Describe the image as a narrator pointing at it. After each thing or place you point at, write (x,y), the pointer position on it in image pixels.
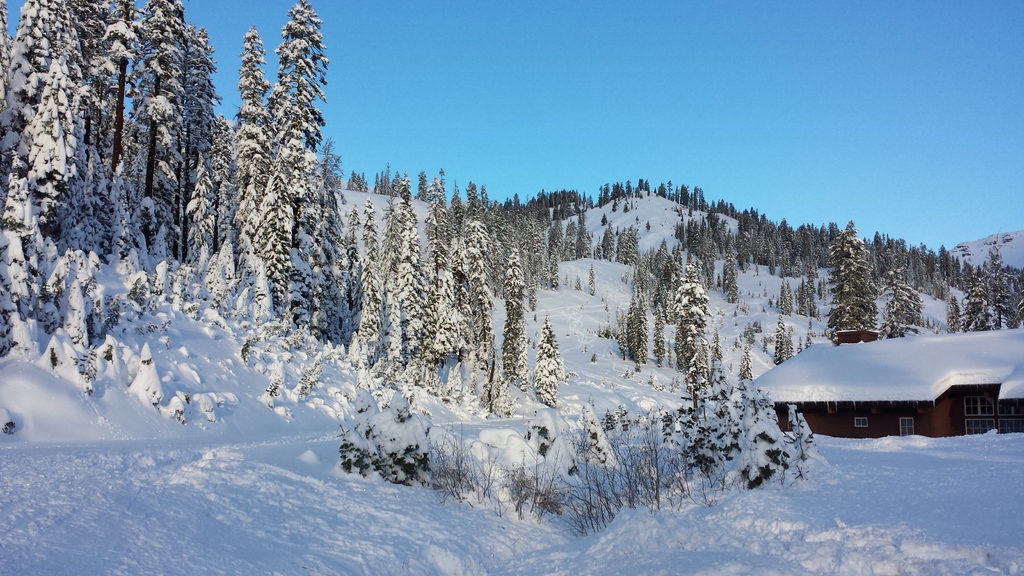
This is the picture of a mountain (529,351). On the right side of the image (935,431) there is a building (879,378) and there is snow (879,378) on the top of the building (941,383). At the back (380,284) there are trees (426,361) on the mountain (616,223). At the top (435,77) there is sky (435,77). At the bottom (492,536) there is snow (353,526).
